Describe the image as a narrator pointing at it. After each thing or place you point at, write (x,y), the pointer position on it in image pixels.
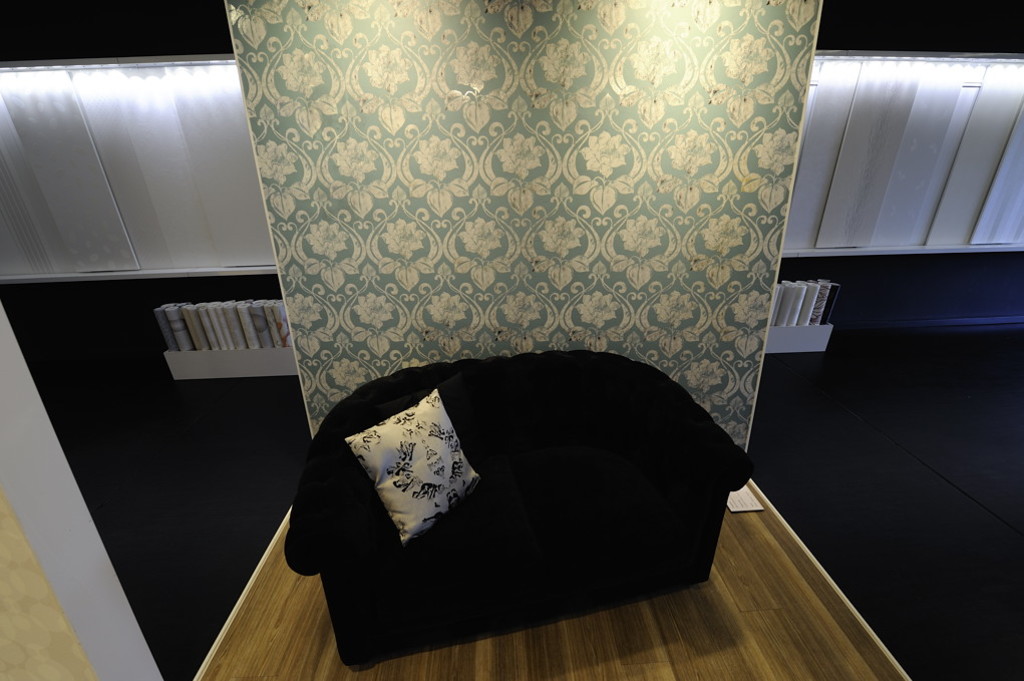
Here we can see a black couch (595,427) with pillow (428,510) on the wooden floor (661,635). Background (220,205) there is a wall (592,160) and lights (153,78). Here we can see few objects (211,329).
